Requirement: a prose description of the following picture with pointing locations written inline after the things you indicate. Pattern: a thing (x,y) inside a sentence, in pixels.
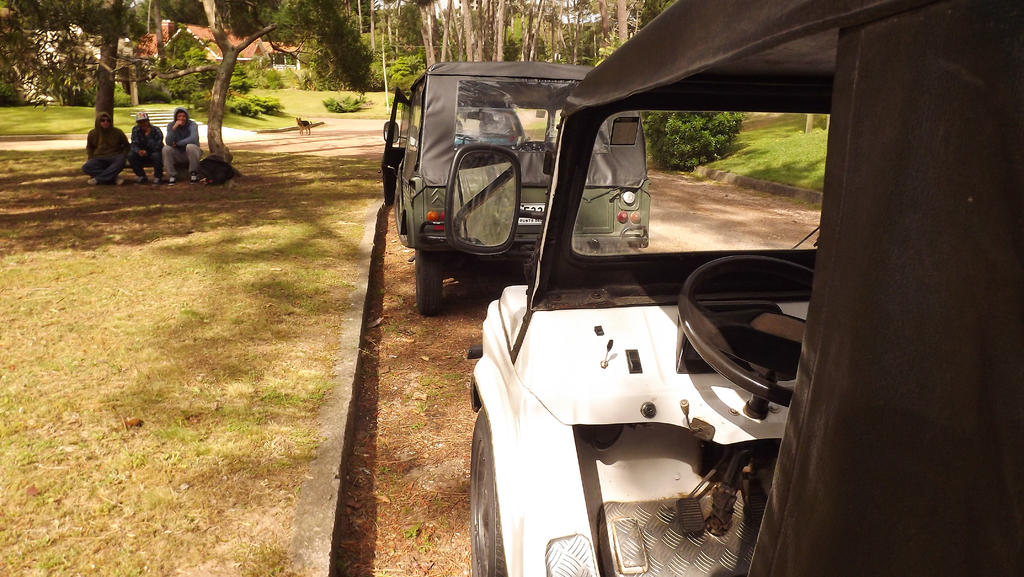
In this image, there are two vehicles (558,509) on the ground (427,487). On the left (176,161), there are three men (160,166) sitting under the tree (217,24) and we can also see the grass (37,325) on the left side (49,334). In the background (310,137), there are trees (327,47), grass (293,95), houses (240,37), a dog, path (329,140) and the sky (443,4).
